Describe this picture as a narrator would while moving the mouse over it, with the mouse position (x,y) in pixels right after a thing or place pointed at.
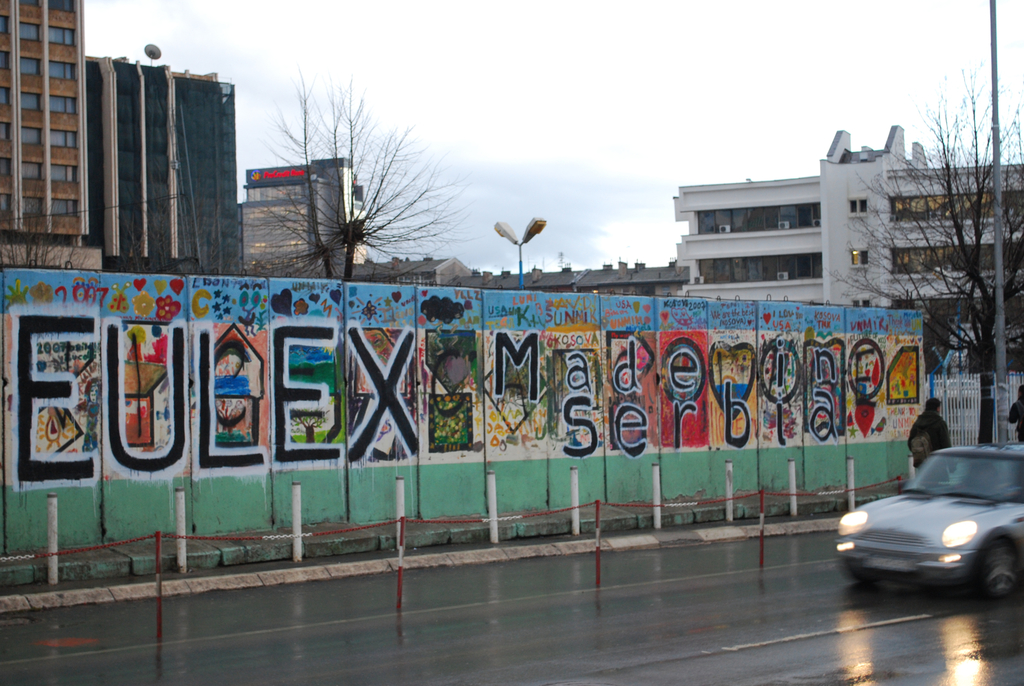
In this picture there is road (530,612) towards the right (683,612) and wall (288,418) towards the left (312,413). Towards the right corner (961,452) there are two persons (1015,411), pole (999,366), trees (969,338) and a car (919,480). To the wall (409,415) there are some text (109,391) and pictures (722,367) are printed. Towards the top left (104,80) there are buildings (153,163). In the top (637,61) there is a cloudy sky (700,32).
